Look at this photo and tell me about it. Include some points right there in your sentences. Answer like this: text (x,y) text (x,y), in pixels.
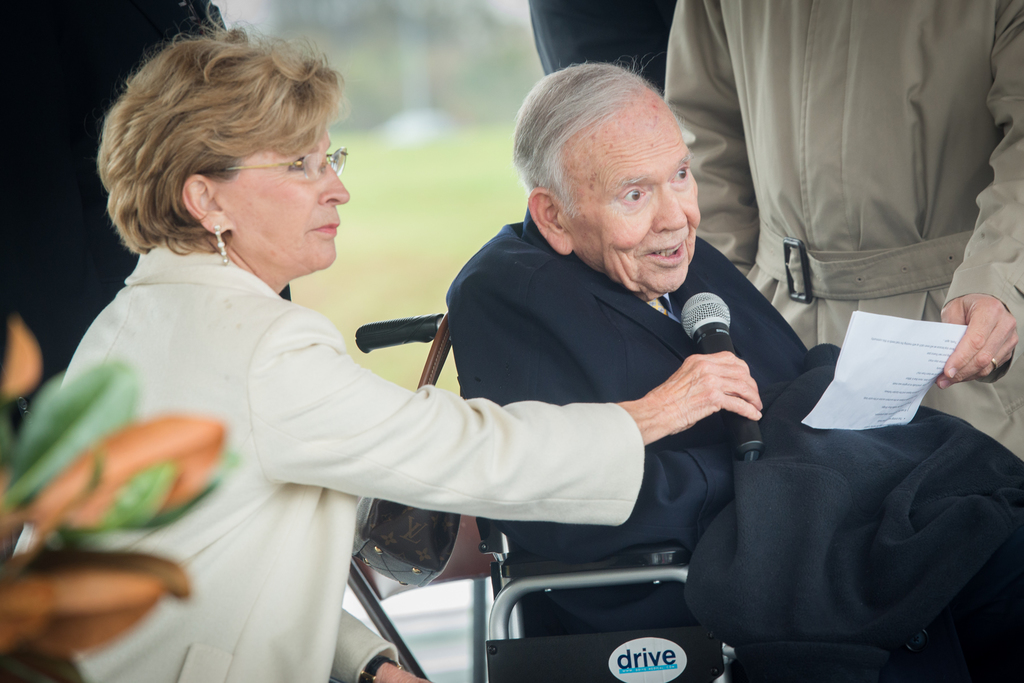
In this picture I can see a woman (303,317) holding the microphone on the left side (257,517). I can see a person (702,478) sitting on the wheelchair (636,580) on the right side (683,613). I can see a person (924,156) holding the paper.
